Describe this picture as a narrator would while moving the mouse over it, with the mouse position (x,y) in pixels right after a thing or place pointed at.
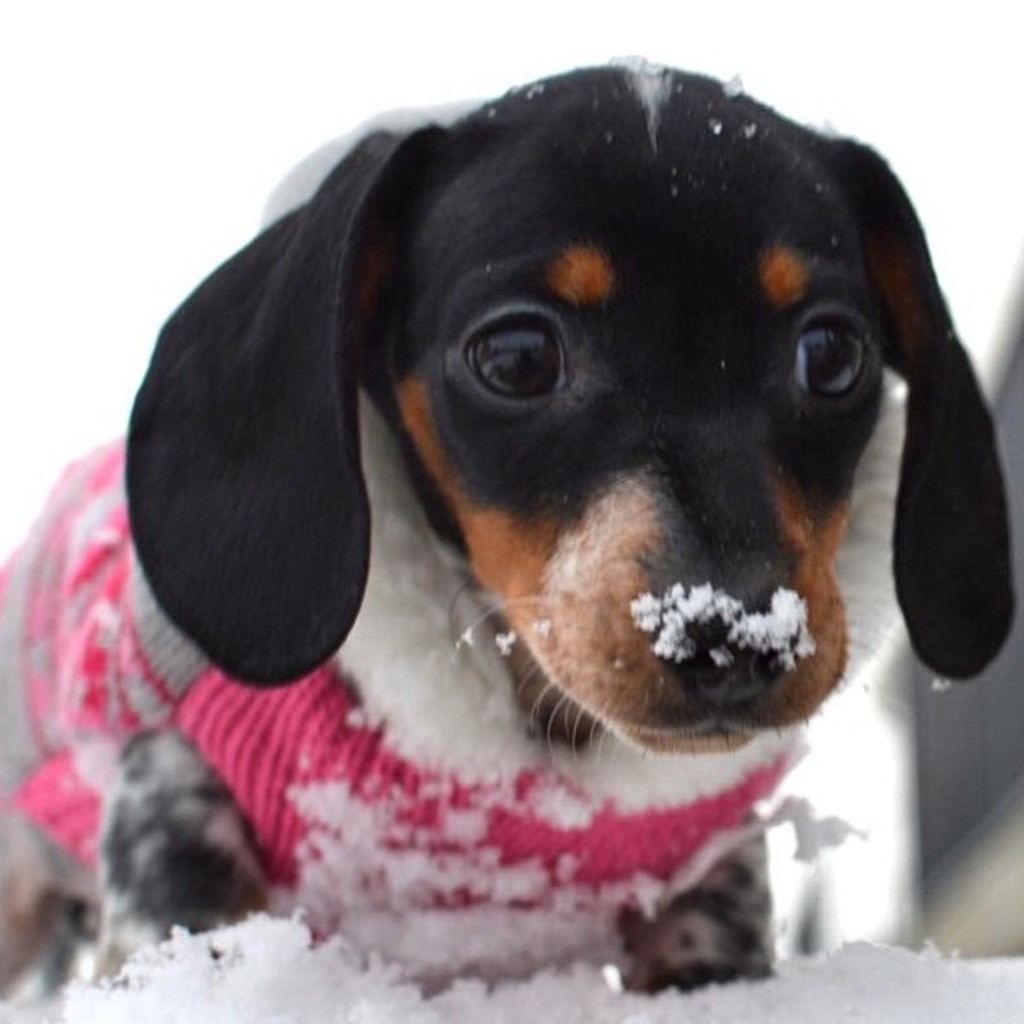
In this picture I can see a dog (355,707) with a dress (217,750), there is snow (383,979), and there is blur background (966,716).
